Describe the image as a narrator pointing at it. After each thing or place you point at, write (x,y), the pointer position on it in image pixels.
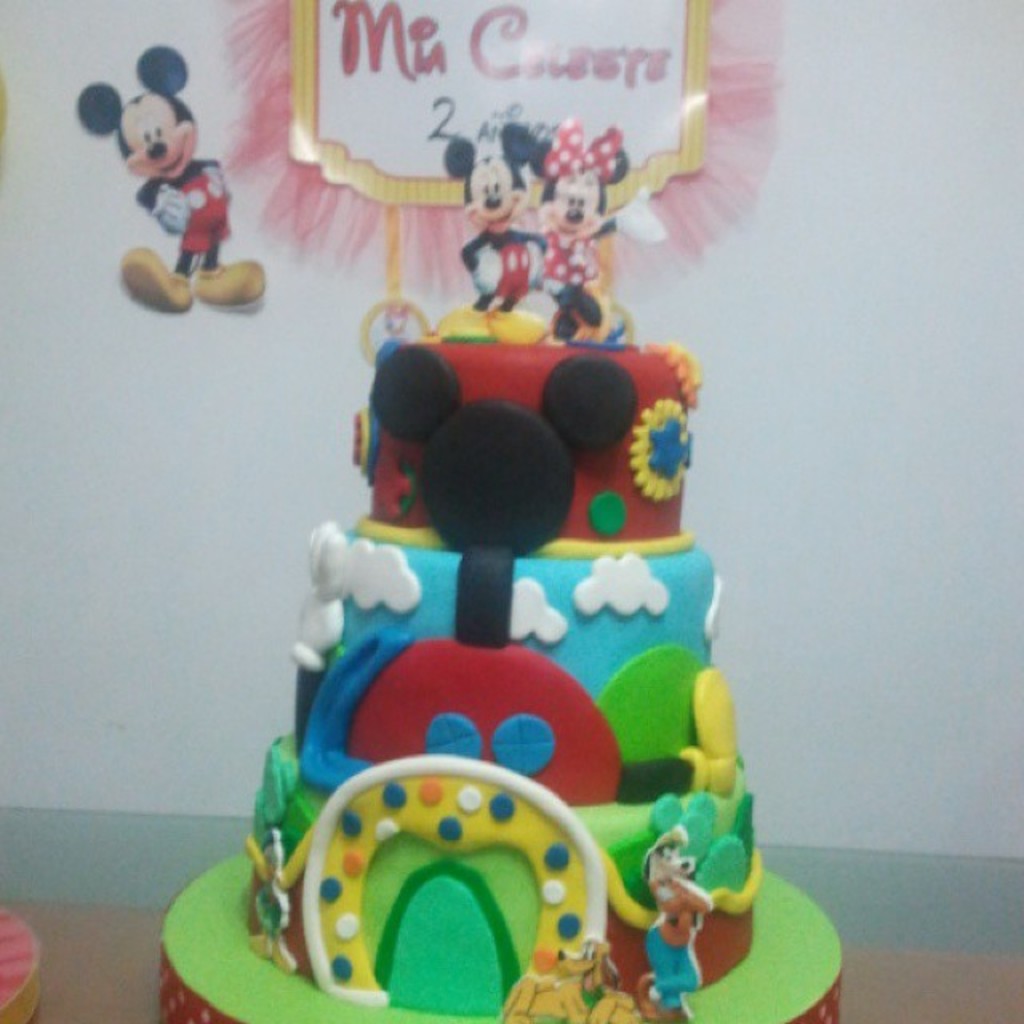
In this image we can see a cake (449,825) which is made of different cartoon images (516,989) and in the background of the image (418,222) there is a wall (32,716), some posters (214,204) attached to it.
